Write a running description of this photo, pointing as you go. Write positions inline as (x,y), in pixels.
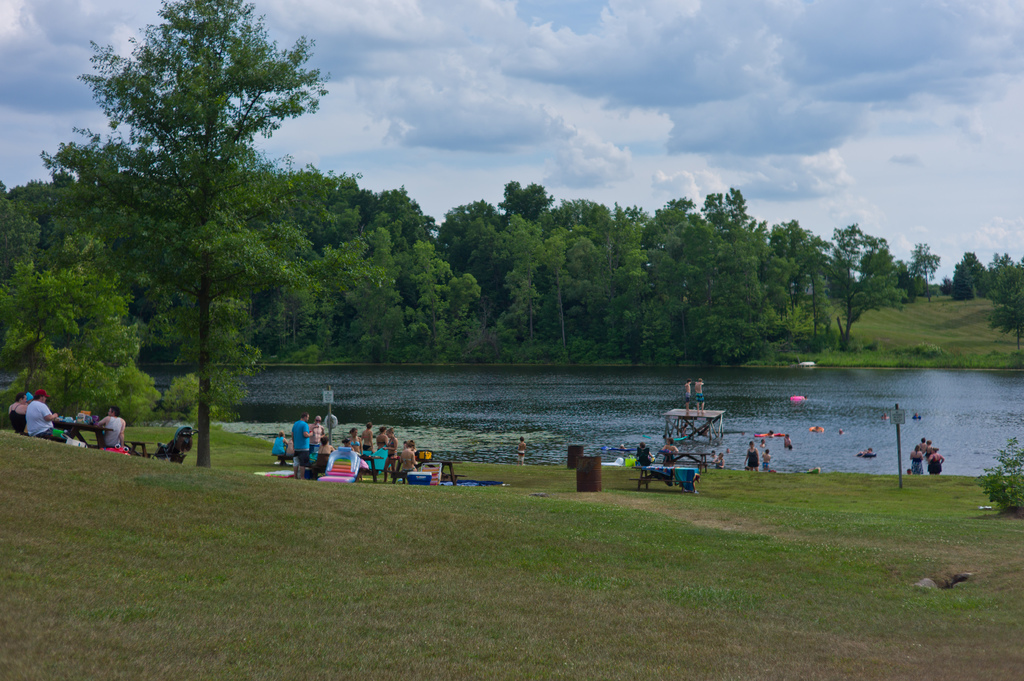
In this image I can see group of people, some are sitting and some are standing and I can see few objects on the table (77,425). In the background (421,379) I can see the water (846,394) and I can see few people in the water (772,449), trees (452,267) in green color and the sky (558,138) is in blue and white color.
